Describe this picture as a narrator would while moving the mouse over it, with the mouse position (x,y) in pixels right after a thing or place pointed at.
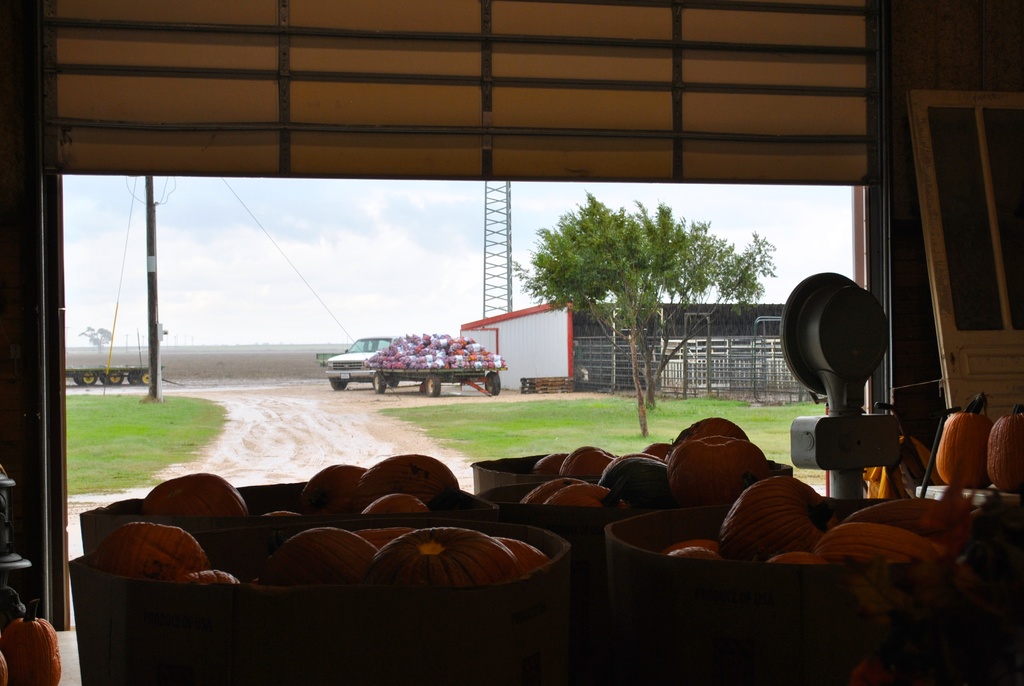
In the foreground (358,517) I can see pumpkin like objects (801,533) in containers (705,526) and shed (991,19). In the background (704,351) I can see vehicles (386,383) on the road (512,394), some objects (543,384), grass (536,421), trees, fence (644,380), towers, wires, pole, buildings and the sky (301,339). This image is taken may be during a day.
